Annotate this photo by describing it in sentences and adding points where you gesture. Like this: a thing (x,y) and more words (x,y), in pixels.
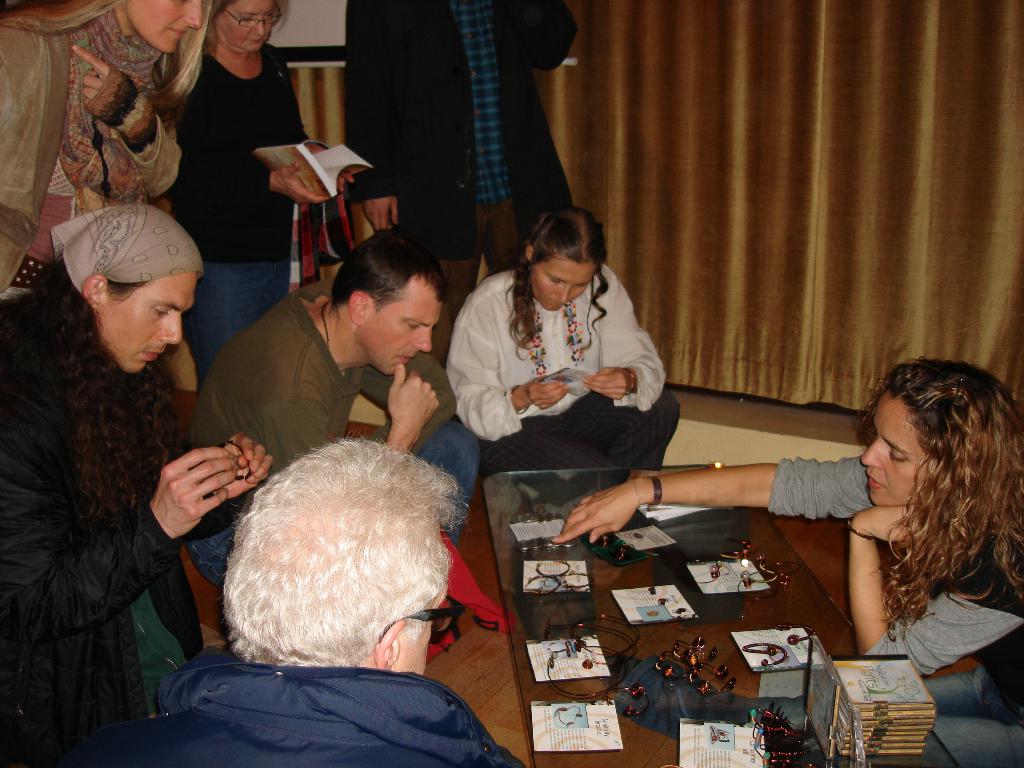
In this image i can see few people (386,395) sitting and few people (401,178) standing. In the background (782,186) i can see a golden color curtain (801,184).
